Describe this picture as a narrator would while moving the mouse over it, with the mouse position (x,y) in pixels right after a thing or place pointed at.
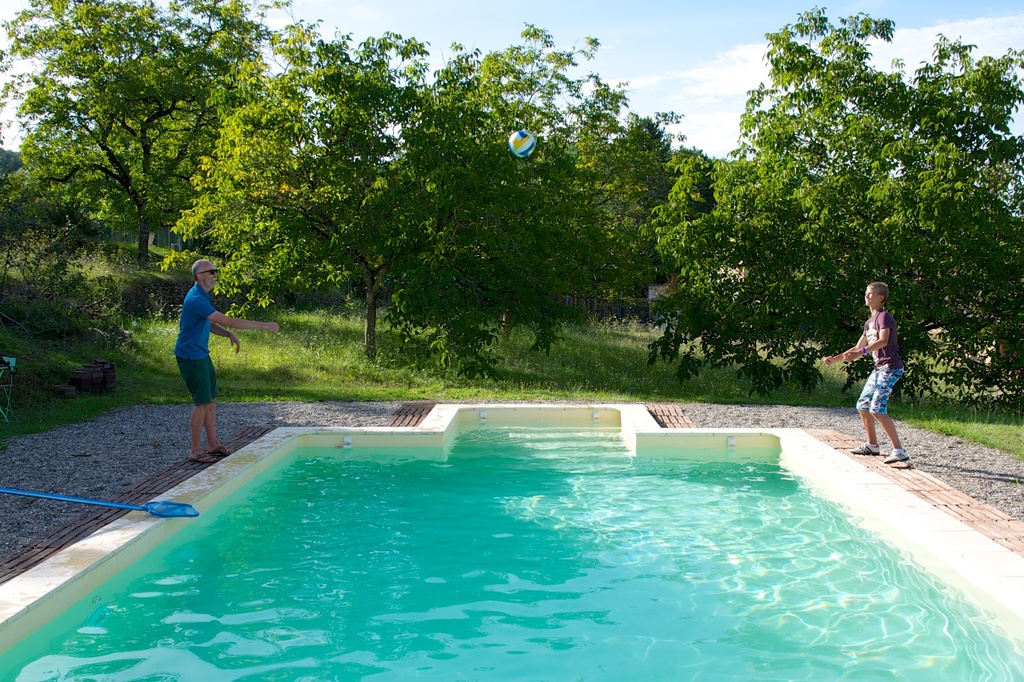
This picture is clicked to outside. In the center (540,431) we can see a water body (491,527) and a ball (529,144) which is in the air (653,44) and we can see the persons (883,359) standing on the ground (935,476) and we can see the gravels (108,447), green grass (334,387), plants (50,307), trees (573,162), sky (656,56) and some other objects (155,512).
